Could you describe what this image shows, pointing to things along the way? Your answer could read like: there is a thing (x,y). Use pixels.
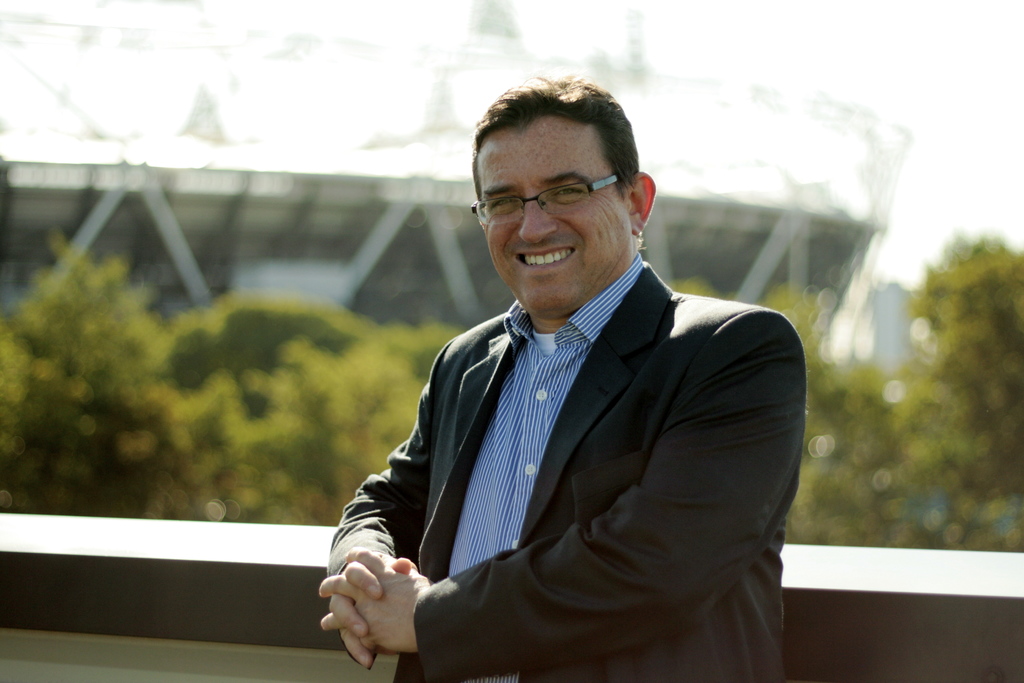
In the middle of the image (659,289) a man (629,264) is standing and smiling. Behind him there is wall (317,677) and trees (950,291) and building (346,184). At the top of the image (993,91) there is sky (967,167).
